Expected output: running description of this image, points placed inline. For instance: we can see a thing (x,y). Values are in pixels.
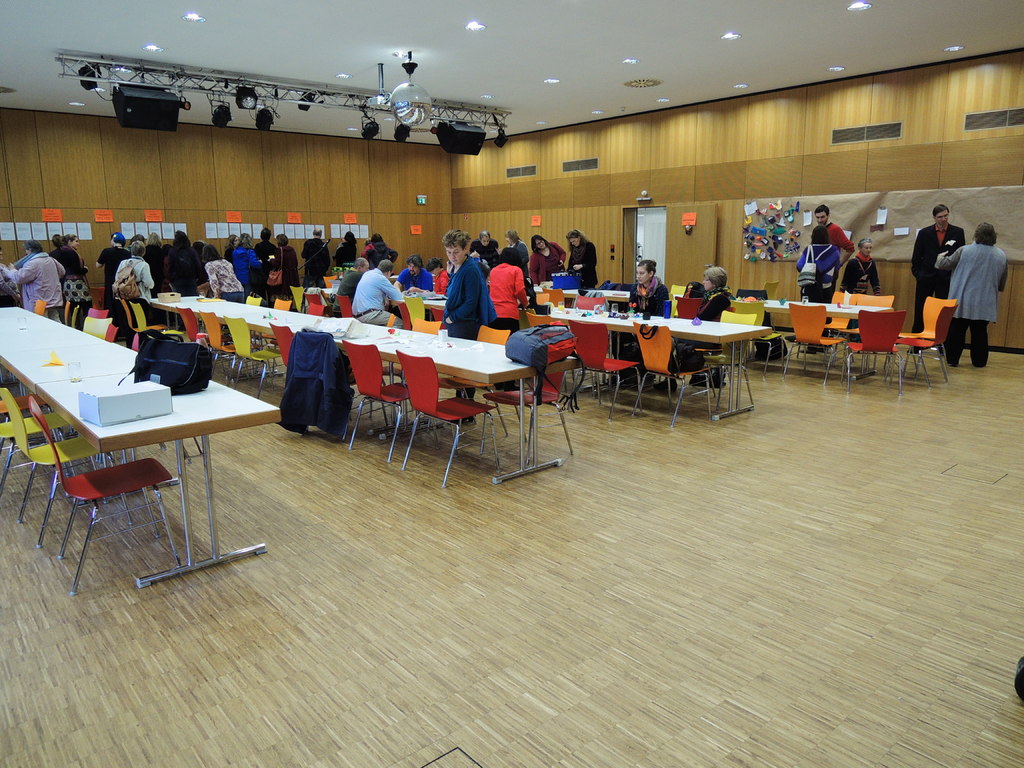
In the image we can see there are people (373,276) who are sitting on chair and other people (582,262) are standing.
